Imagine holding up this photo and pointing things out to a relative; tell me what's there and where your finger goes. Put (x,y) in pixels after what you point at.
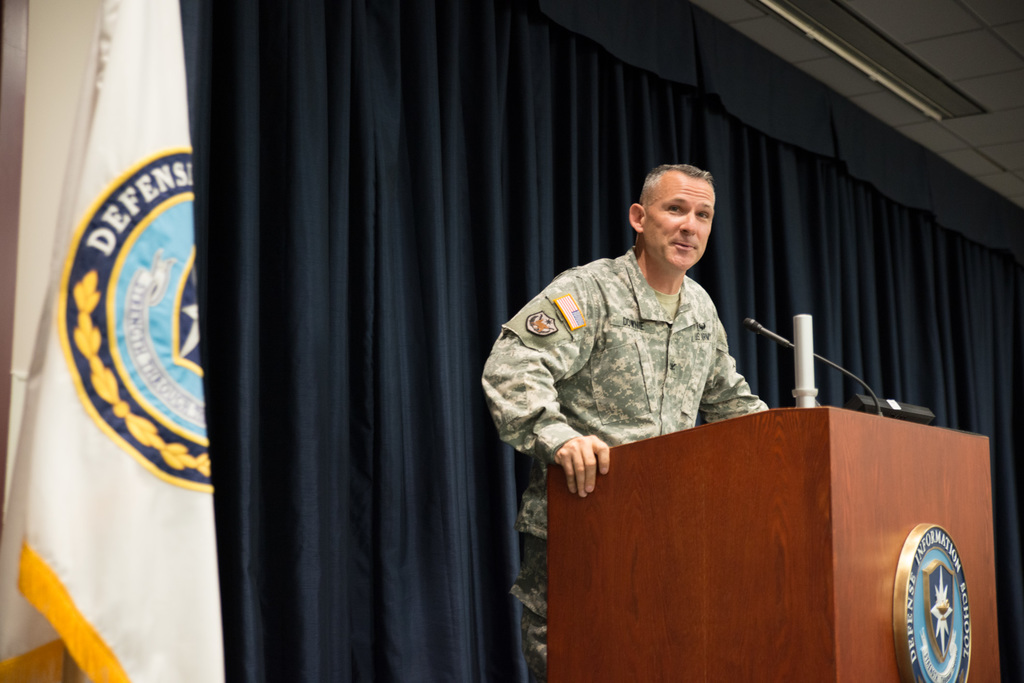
In this picture we can see a man (567,469) is standing behind the podium (755,460) and on the podium (752,424) there is a microphone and other things (808,388). Behind the man (552,367) there is a curtain (498,291), flag (89,518) and a wall (45,92).
